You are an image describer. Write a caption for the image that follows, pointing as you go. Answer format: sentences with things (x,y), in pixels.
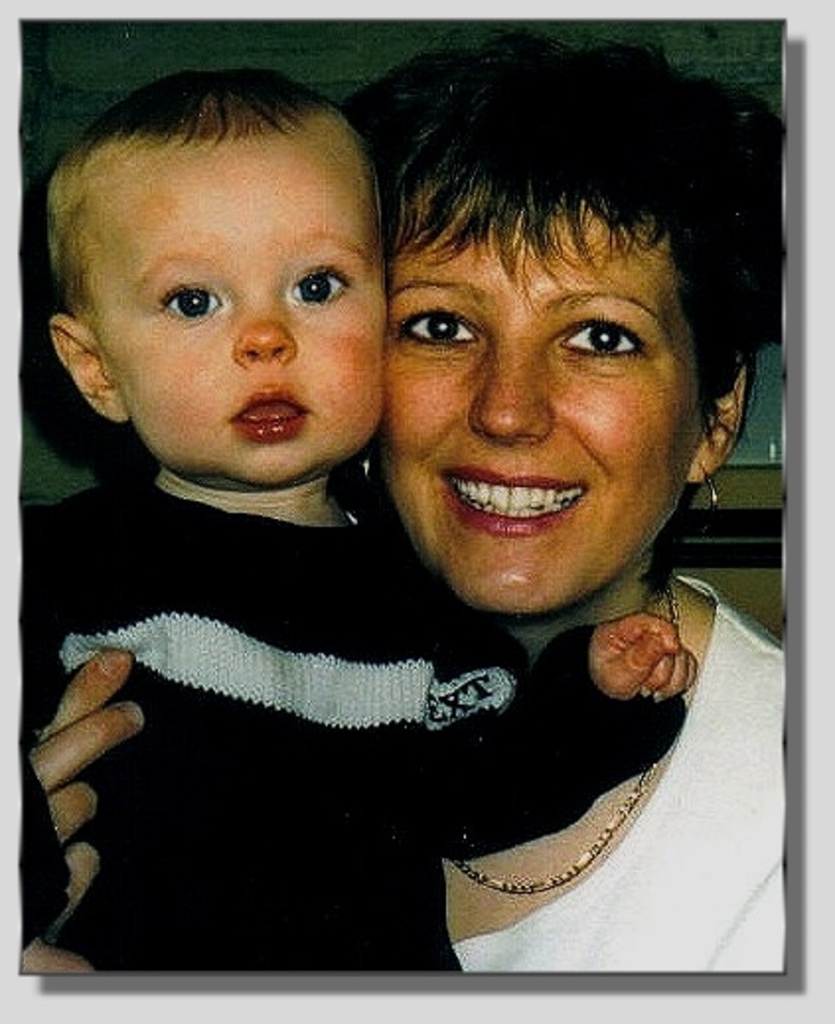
In this image we can see a smiling woman (633,586) and also a boy (283,604) and the image has borders (694,979).
